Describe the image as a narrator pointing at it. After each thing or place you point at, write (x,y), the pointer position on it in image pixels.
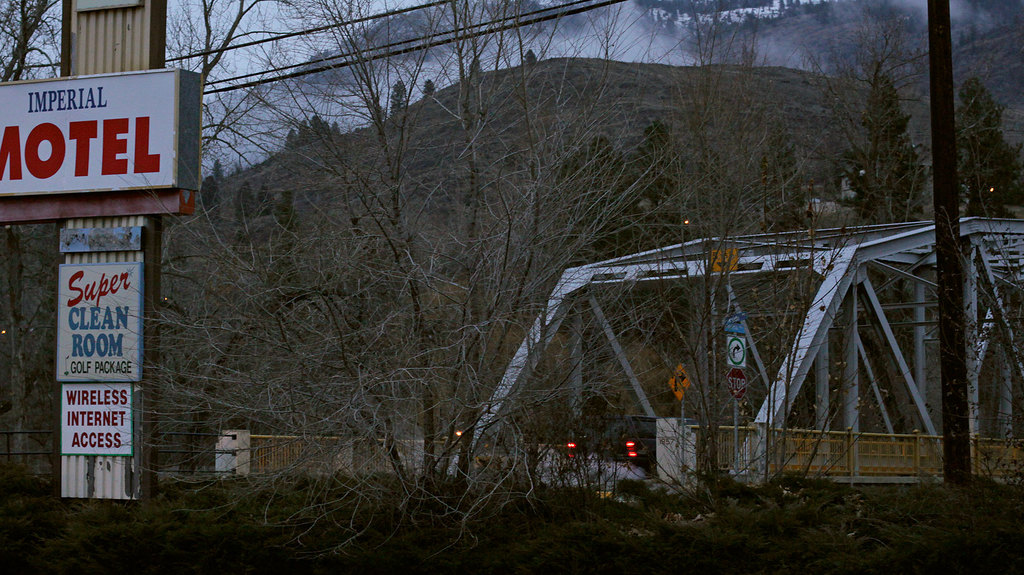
In the foreground (315,423), I can see some trees (641,324) and a pillar (112,65) to which some boards (81,123) are attached. On the boards (56,127) I can see some text (88,163) in multiple colors. In the background (750,257), I can see some metal poles (797,358) and also there is a railing (867,458). On the top of the image (690,80) I can see the sky (560,49) and also a hill (773,89).
